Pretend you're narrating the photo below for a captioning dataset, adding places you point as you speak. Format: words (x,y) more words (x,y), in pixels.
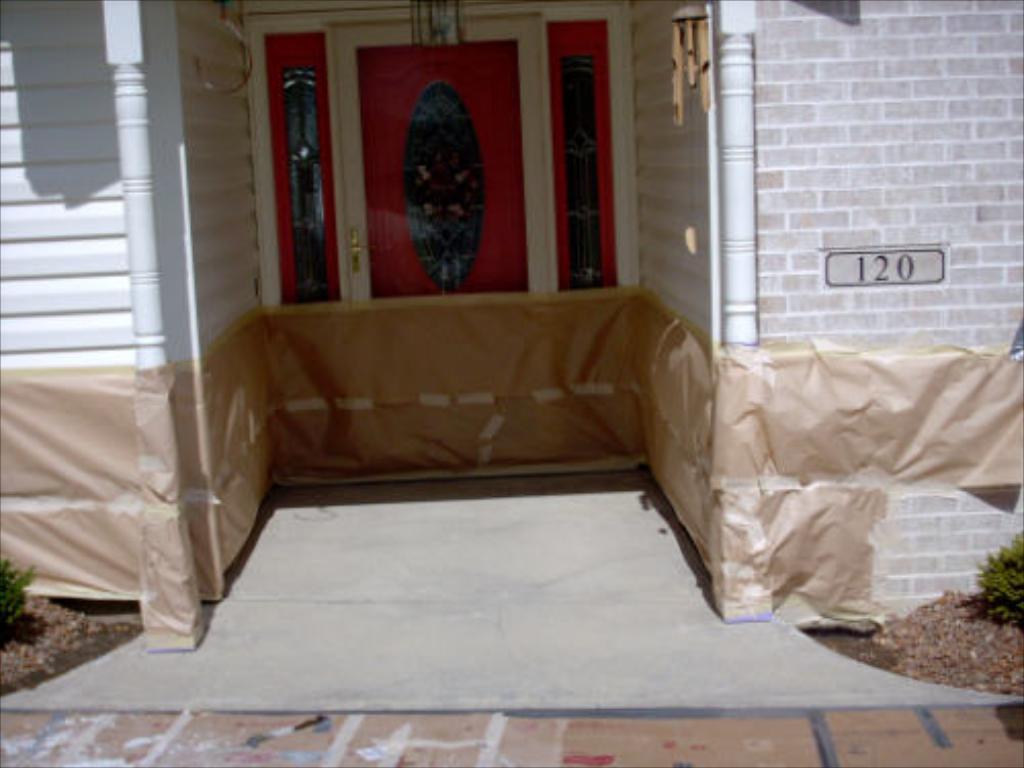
In this picture there is a building (368,261). In the center (575,262) I can see the door (475,173) and windows (578,210). On the right (930,283) there is a board (858,277) which showing the number one hundred and twenty (882,282). At the bottom of the building (900,526) I can see the plaster (706,394) were attached to the wall (897,502). In the bottom left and bottom right (1012,573) I can see the plants (999,572).
